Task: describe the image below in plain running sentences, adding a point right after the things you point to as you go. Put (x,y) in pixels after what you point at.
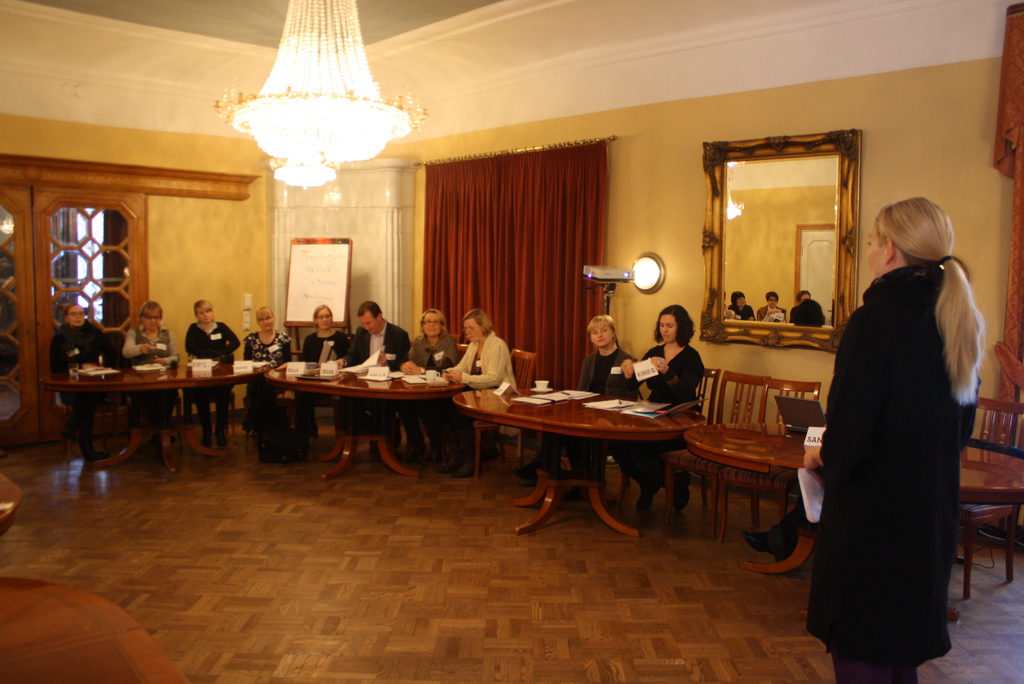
In this image i can see group of people (390,353) sitting on chairs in front of few tables (386,395). To the left of the image (71,256) i can see a door (53,264). In the background (110,82) i can see the wall (143,96), a chandelier (257,104), a board (316,284), a curtain (493,242) and the mirror (783,252). To the right side of the image (890,545) i can see a woman (857,422) standing.
